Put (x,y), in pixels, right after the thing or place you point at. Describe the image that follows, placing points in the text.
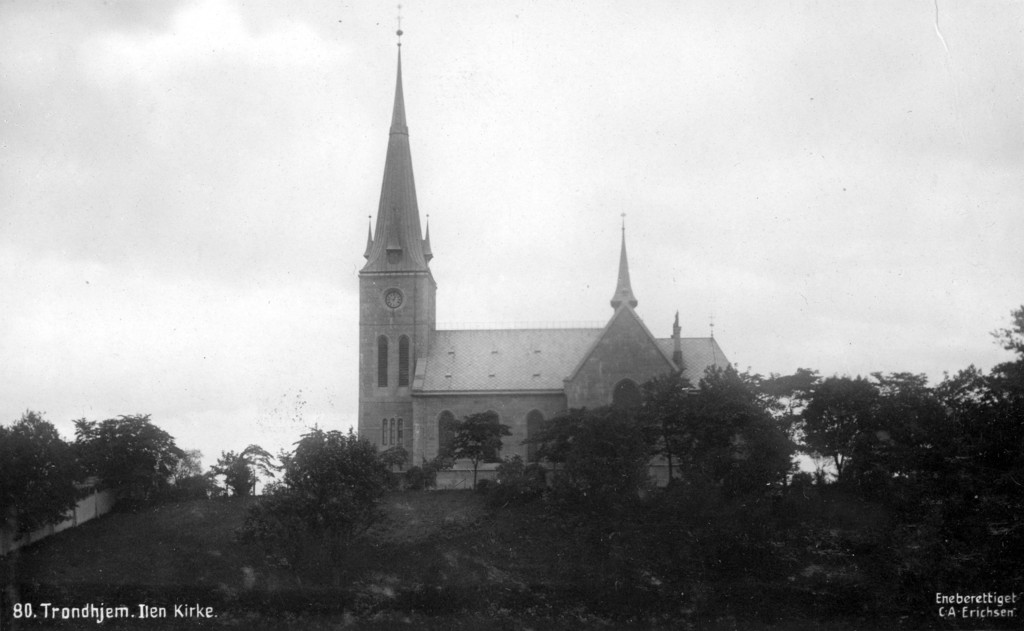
In this picture we can see few trees (568,417) and a building (517,368) in the middle of the image (519,409), at the bottom of the image (108,613) we can find some text (108,613) and it is a black and white photography.
